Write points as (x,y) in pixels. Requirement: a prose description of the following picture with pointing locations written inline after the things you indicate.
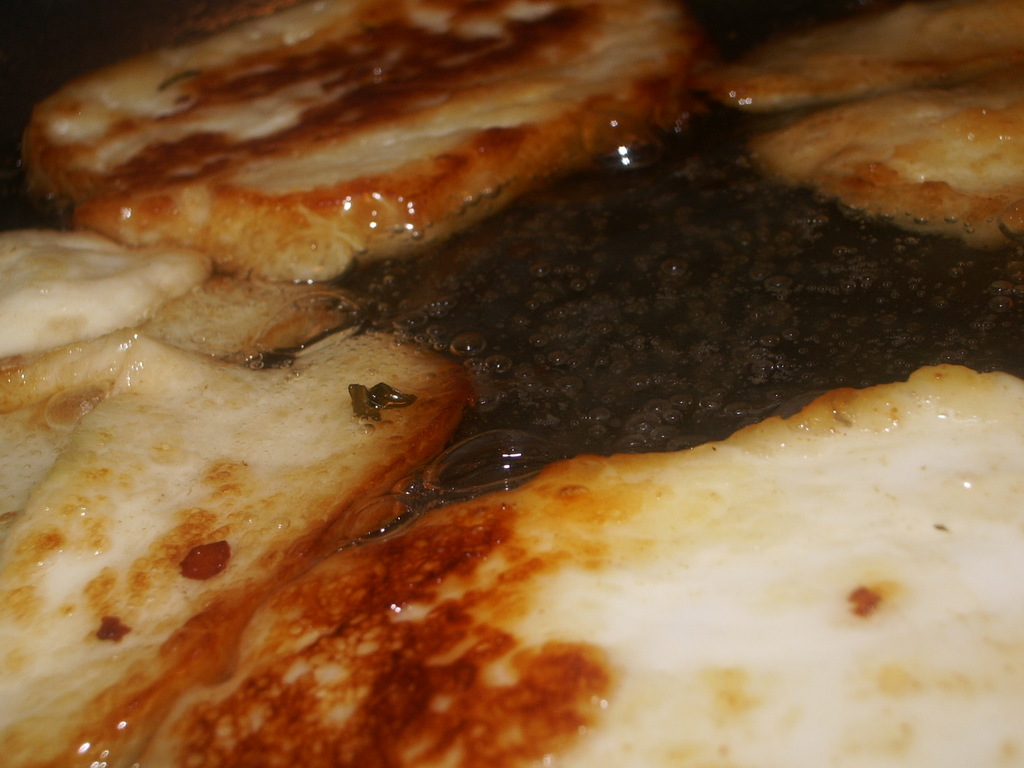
In this image we can see food item (457,591) which is in brown and white color with some liquid (531,336).
